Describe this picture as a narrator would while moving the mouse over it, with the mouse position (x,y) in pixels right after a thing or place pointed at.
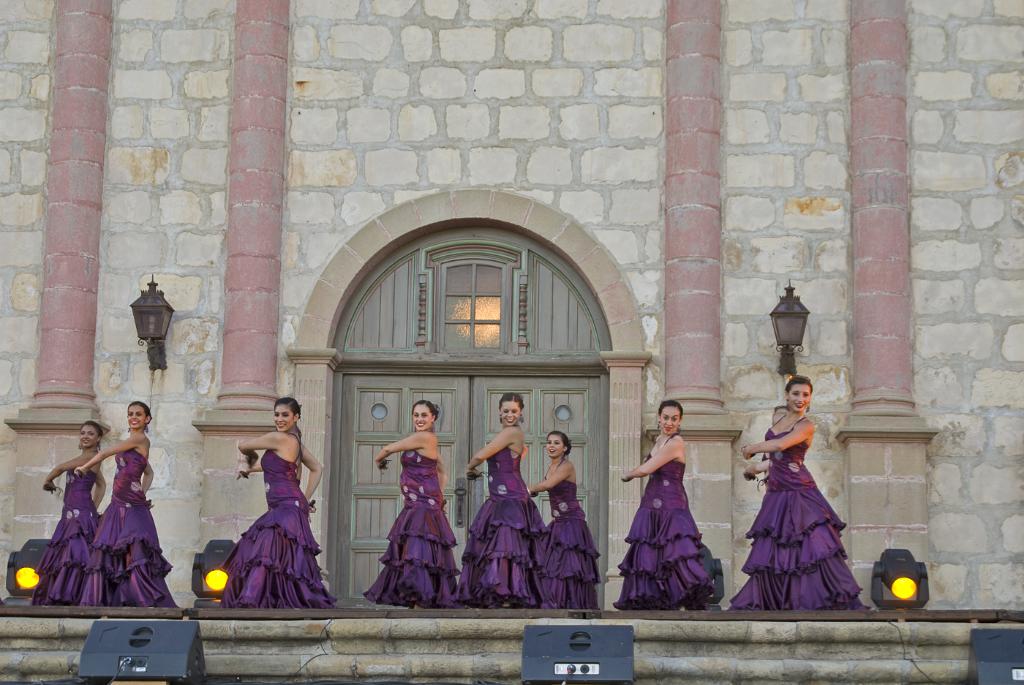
In this image I can see the group of people (400,511) wearing the purple color dresses (434,512). In the background (393,385) I can see the lights (207,594) and door (392,325) to the wall (340,121). I can also see the light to the side.
